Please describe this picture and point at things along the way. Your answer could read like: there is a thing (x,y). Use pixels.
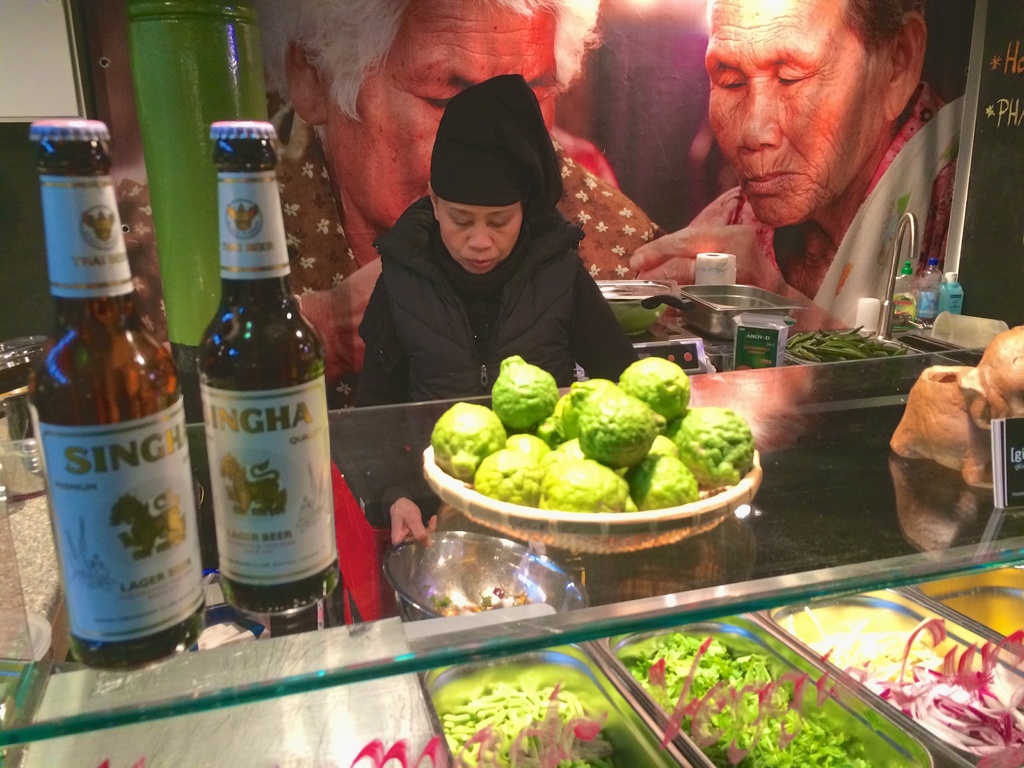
A lady (459,276) wearing a black jacket (510,315) and a cap (499,180) is holding a plate (443,582) and in front of her there is a table (825,543). On the table (874,549) there are tray (656,517) with fruits (560,436), bottles (327,427). Inside the table (780,538) there are many food items (725,659) on different vessels (847,698). In the background (804,143) there is a banner (462,76) of two persons (829,43). Also there are bowls (738,303), vessels (736,311), vegetables (856,328), tap (912,228), bottles (923,304) in the background (936,300).
